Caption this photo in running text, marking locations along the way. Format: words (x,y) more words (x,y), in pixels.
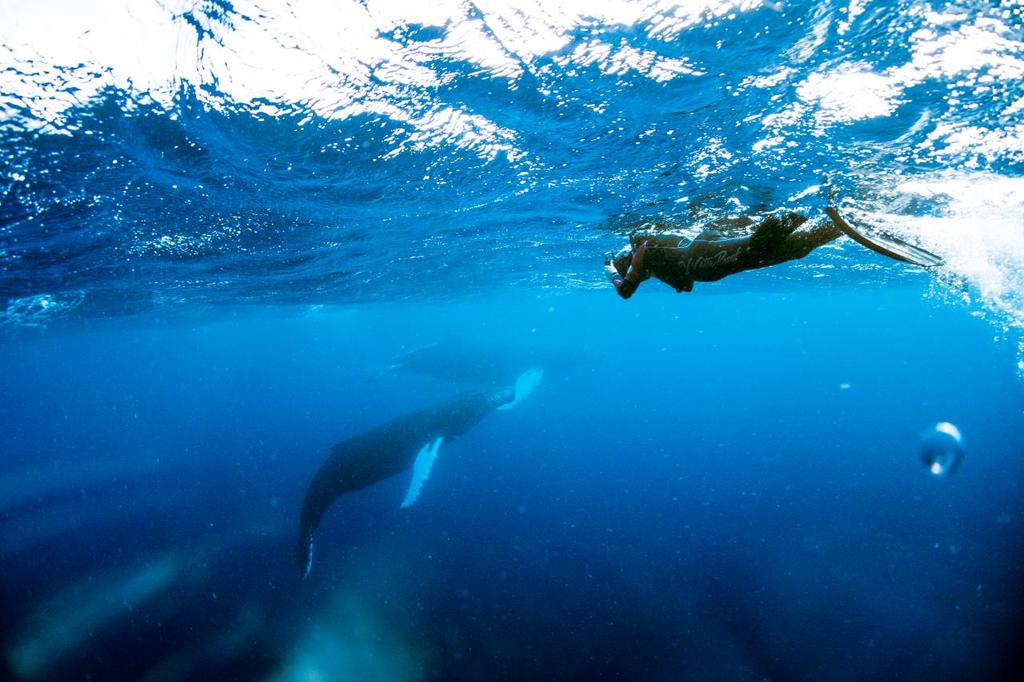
In this image we can see aquatic animals (442,412) and a person (671,244) in the water (509,313). The person (634,263) is holding an object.
